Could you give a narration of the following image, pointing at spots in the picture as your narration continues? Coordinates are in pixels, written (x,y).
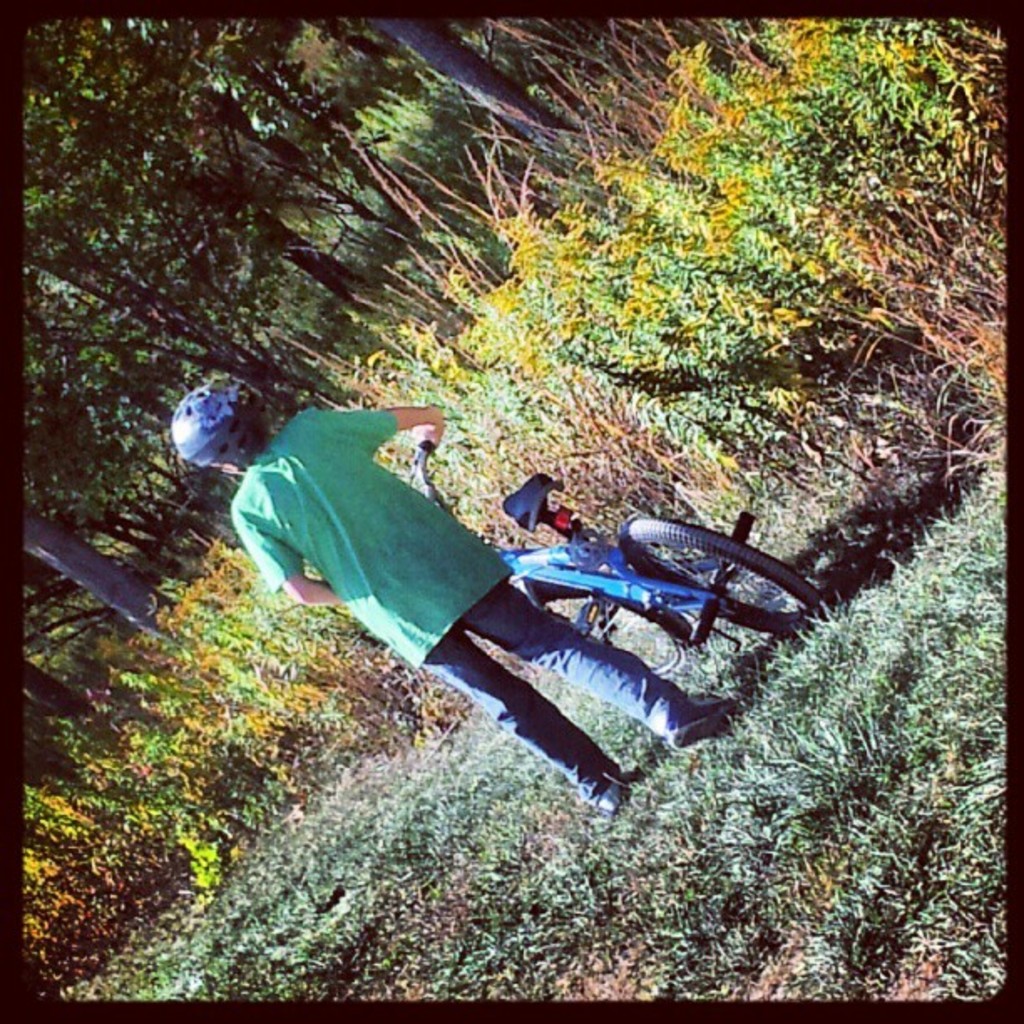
In the image we can see a child (371,558) wearing clothes (535,712), shoes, helmet (225,425) and the child (386,568) is holding a bike handles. This is grass (884,735), plant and trees (190,278).
